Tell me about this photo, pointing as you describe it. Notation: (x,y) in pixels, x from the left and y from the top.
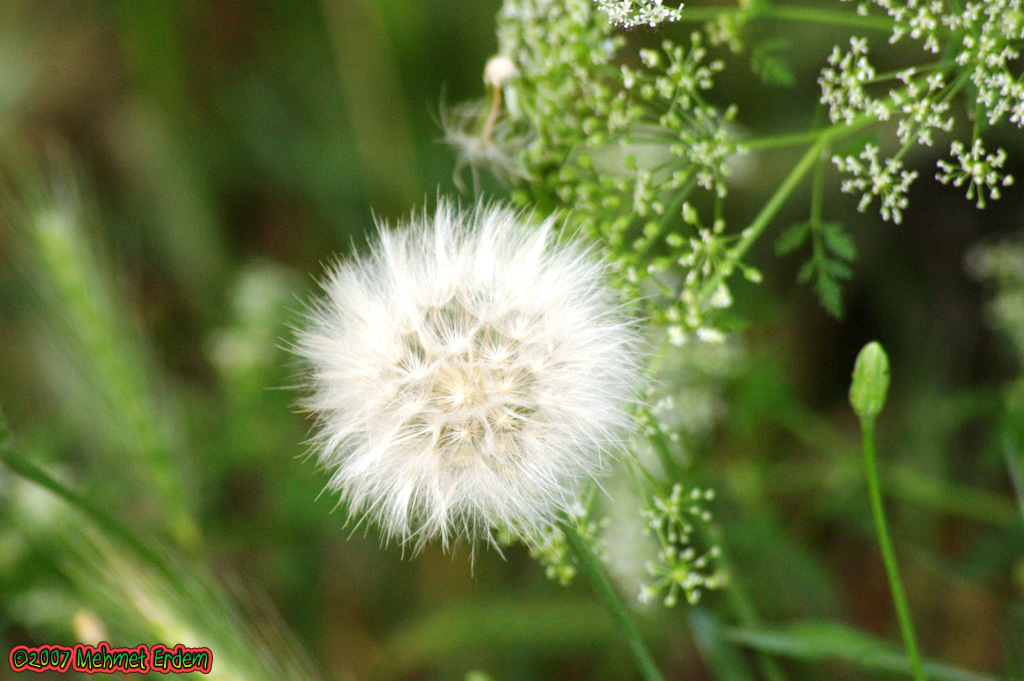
In this image we can see flowers (528,330) to the plant (601,384).
